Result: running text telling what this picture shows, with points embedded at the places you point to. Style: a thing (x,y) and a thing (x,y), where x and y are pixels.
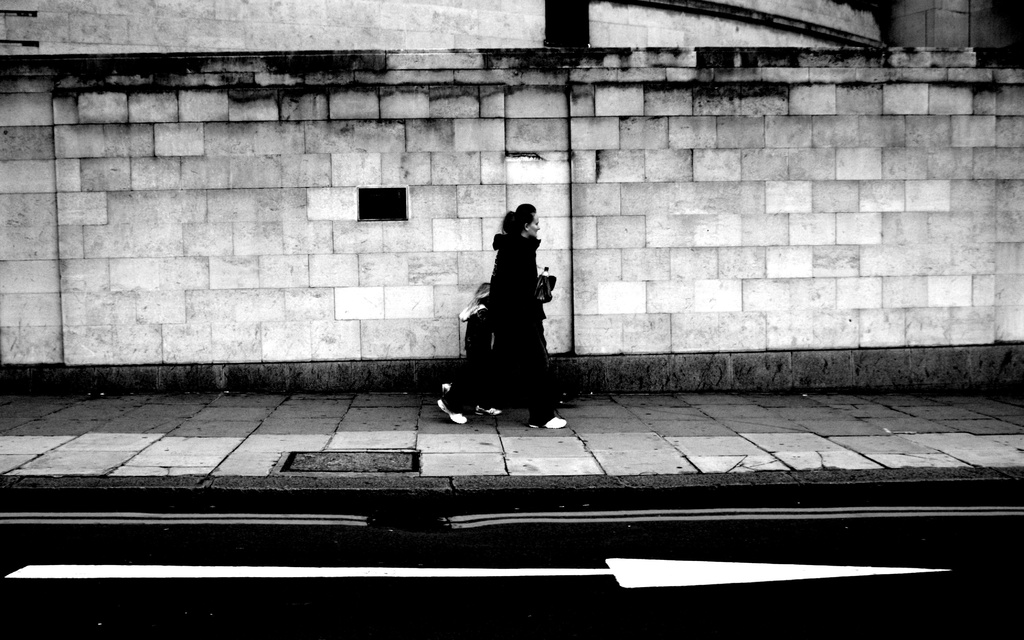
At the bottom (394,576) it is road (283,518). In the middle of the picture (495,315) we can see people (496,379) walking on the footpath (1019,438). In the background (345,146) we can see brick wall (413,161).
